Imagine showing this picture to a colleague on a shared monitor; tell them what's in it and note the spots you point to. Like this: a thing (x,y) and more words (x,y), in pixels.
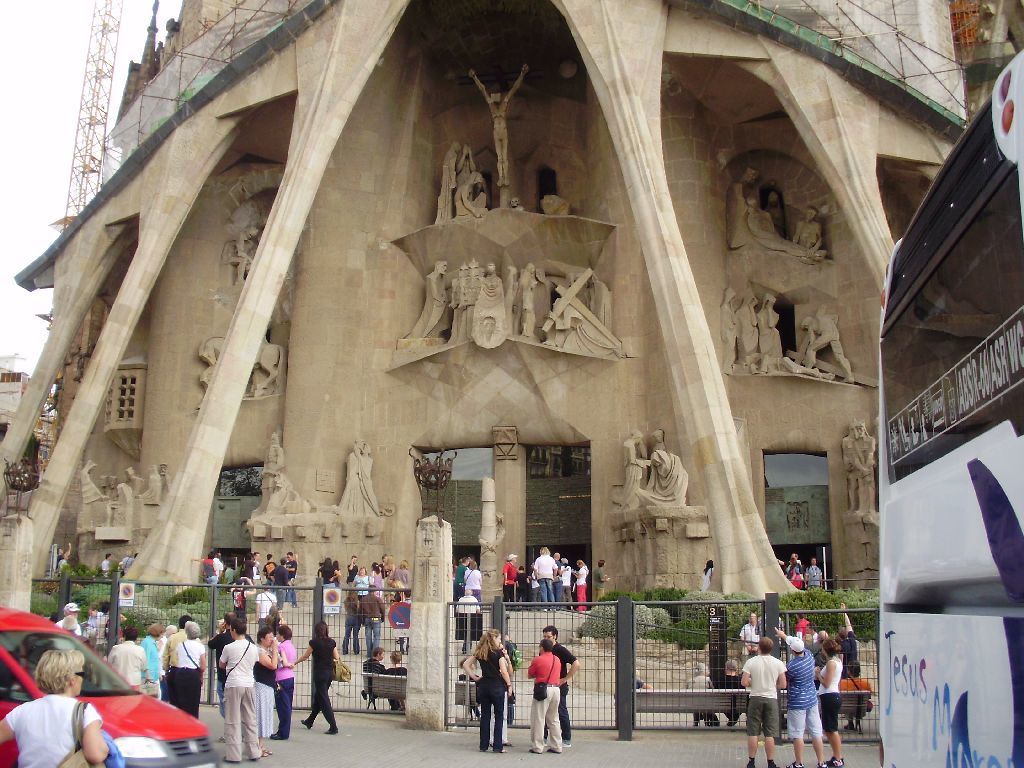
In this image I can see group of people (287,723) standing. In front (134,718) I can see a vehicle (133,736) in red color, background (446,46) I can see a building (432,234) in cream color and the sky (45,152) is in white color and I can see trees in green color.
